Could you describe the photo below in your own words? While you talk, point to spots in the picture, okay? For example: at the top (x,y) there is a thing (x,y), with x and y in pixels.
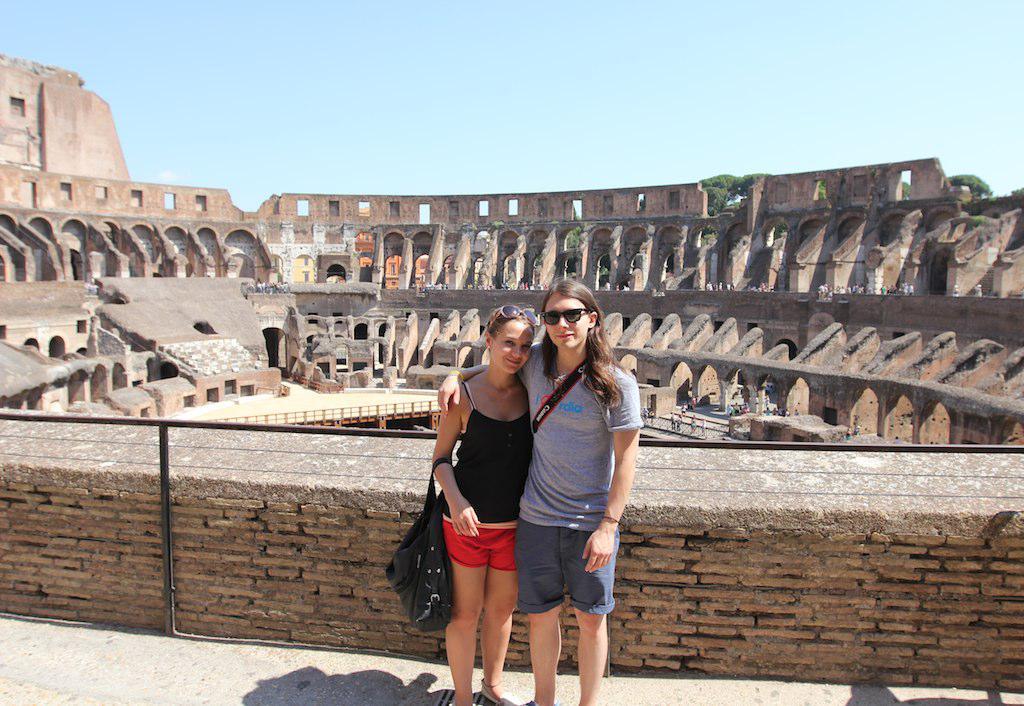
In this picture I can observe two people (501,516) standing on the floor (407,687). Both of them are smiling. One of them is wearing spectacles (573,315). In the background (716,300) I can observe a monument (552,282) and sky (373,111).
